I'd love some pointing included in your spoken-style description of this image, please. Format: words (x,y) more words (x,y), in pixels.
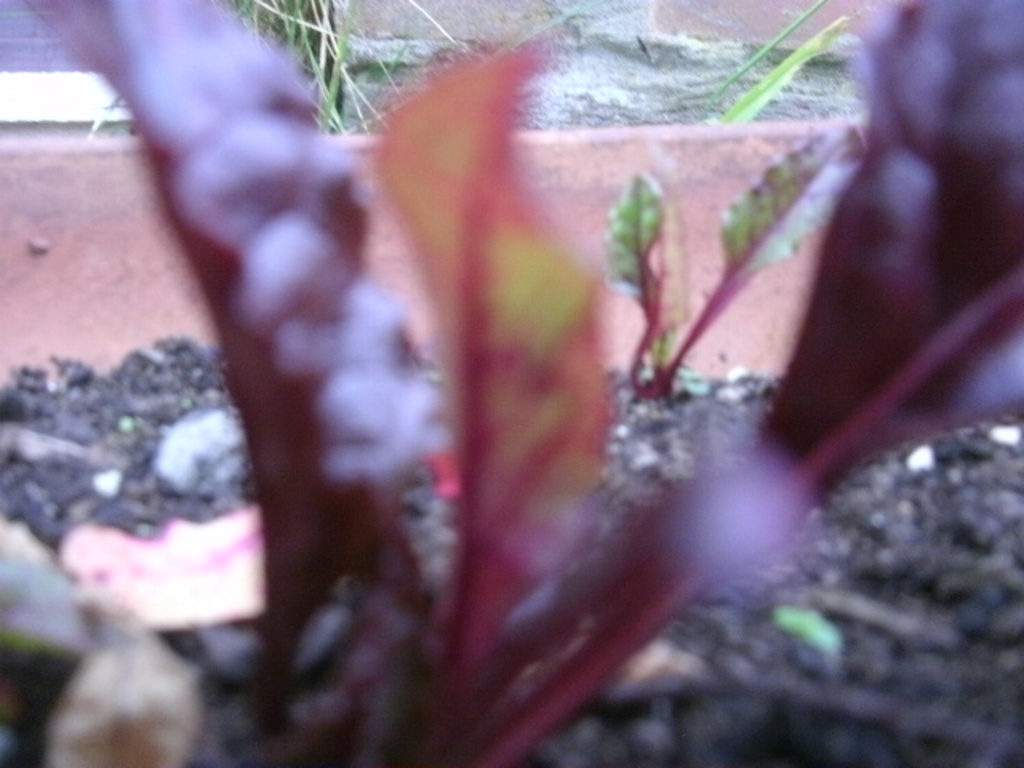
In this image I can see the plants (329,524). In the background (157,429) I can see the black color mud (136,417), wall (369,29) and the grass (346,52). And the image is blur.
